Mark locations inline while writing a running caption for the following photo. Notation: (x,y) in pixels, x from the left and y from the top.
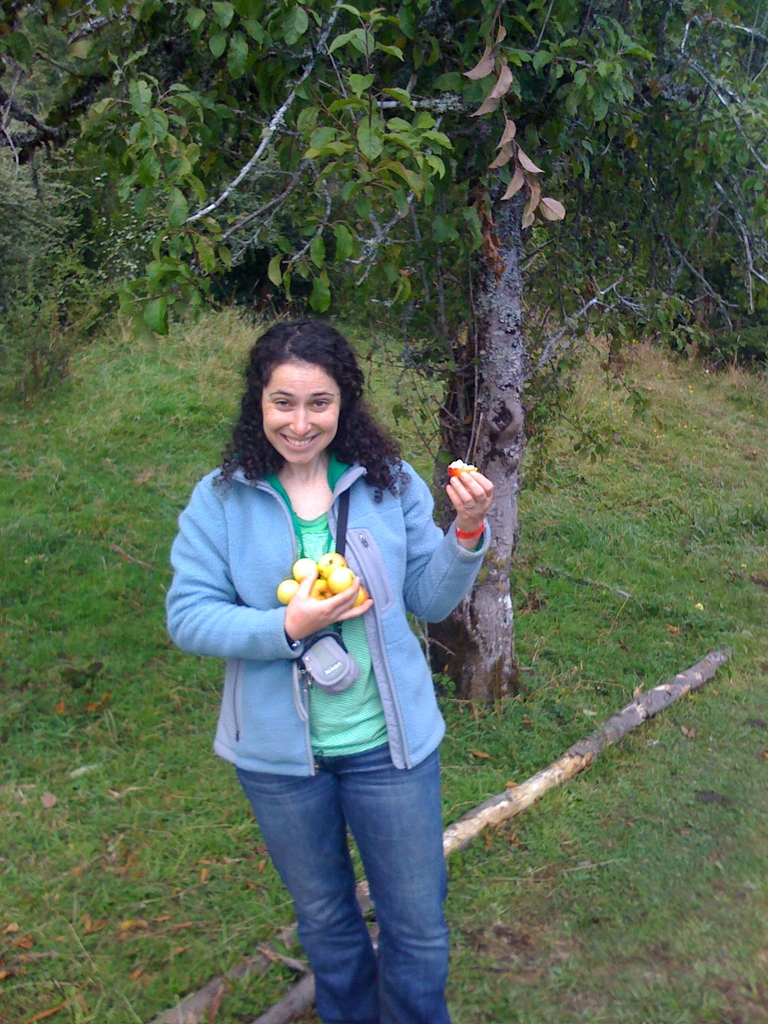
In this picture there is a girl (417,499) in the center of the image (318,530), by holding fruits (332,570) in her hands (332,614) and there is greenery (216,268) in the background area of the image (249,331).
